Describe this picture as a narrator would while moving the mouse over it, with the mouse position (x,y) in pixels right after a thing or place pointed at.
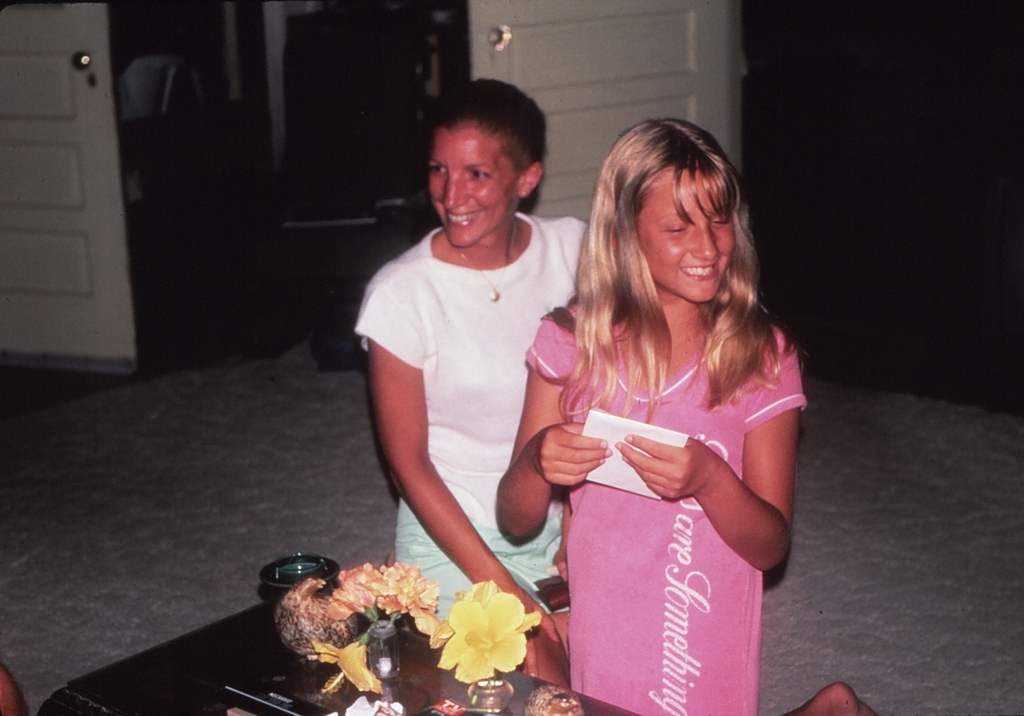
In the center of the image (566,348) we can see two persons (603,388) are kneeling and they are smiling. And the right side person (674,381) is holding a paper (639,427). In front of them, there is a table (195,701). On the table (253,663), we can see flowers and a few other objects (353,629). In the background (402,87) there is a wall (938,21), door (681,118) etc.
